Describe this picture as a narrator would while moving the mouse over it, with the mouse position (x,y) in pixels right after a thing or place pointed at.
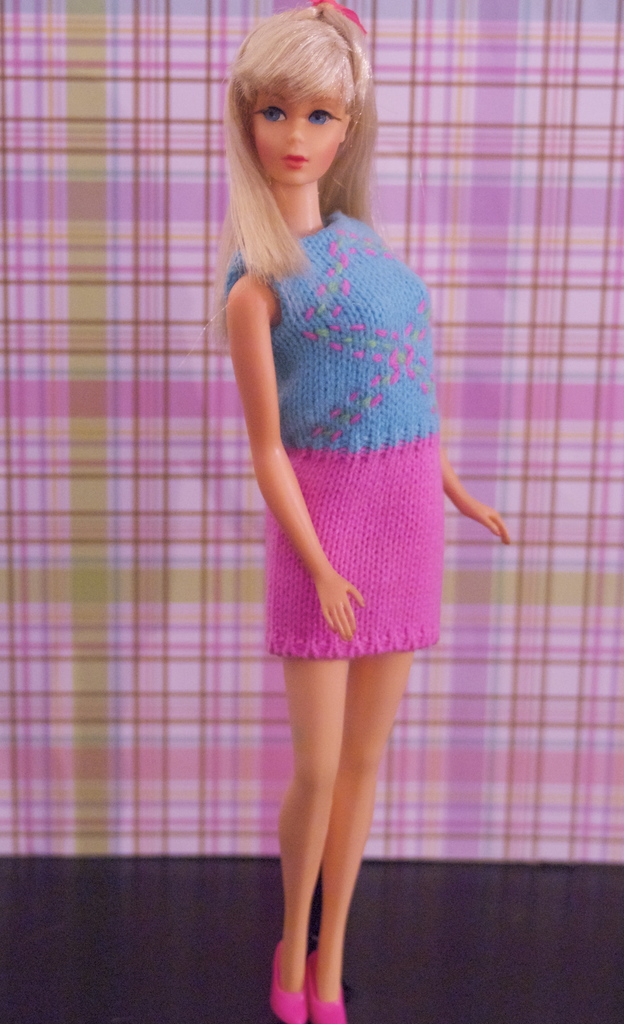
In this picture we can see a Barbie doll (294,28) standing on the black floor (207,905) in front of a pink & green cloth (166,432).
